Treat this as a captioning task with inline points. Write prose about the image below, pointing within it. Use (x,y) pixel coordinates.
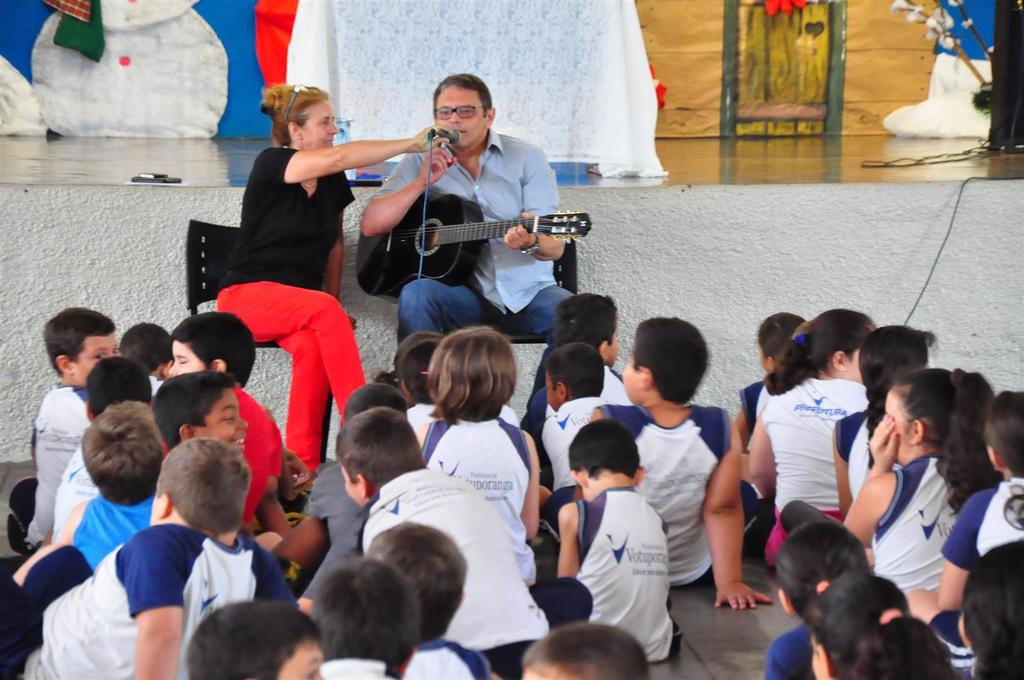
Most of the kids (817,384) are sitting on a floor (761,635). Front this 2 persons (288,330) are sitting on a chair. This person (480,194) is holding a guitar (407,245) and singing in-front of mic (449,134). This woman (307,190) is holding a mic (453,130).
